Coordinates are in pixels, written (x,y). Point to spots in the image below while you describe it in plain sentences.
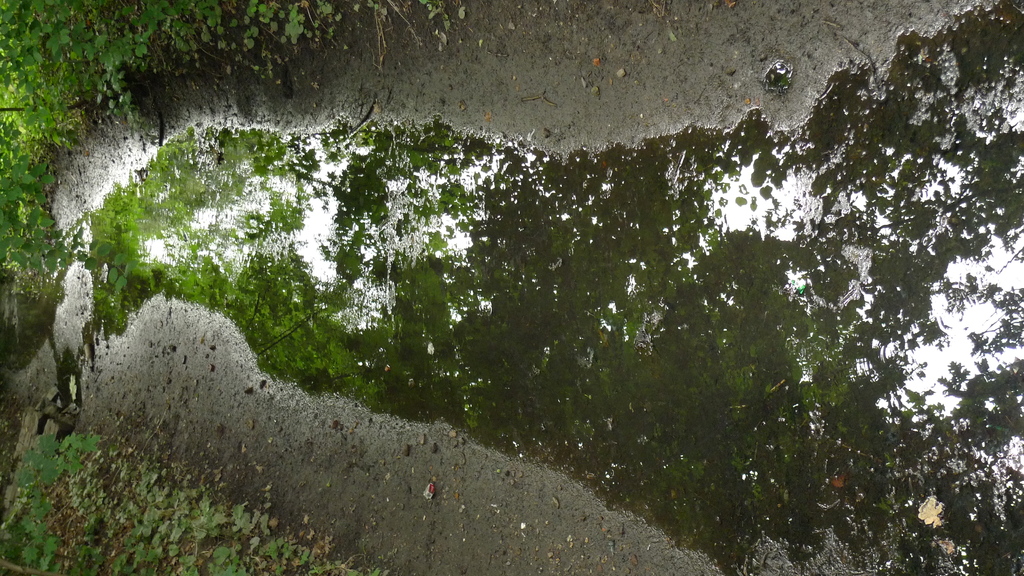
In this image I can see the water (618,261). To the side of the water (250,277) I can see the plants (157,534).
